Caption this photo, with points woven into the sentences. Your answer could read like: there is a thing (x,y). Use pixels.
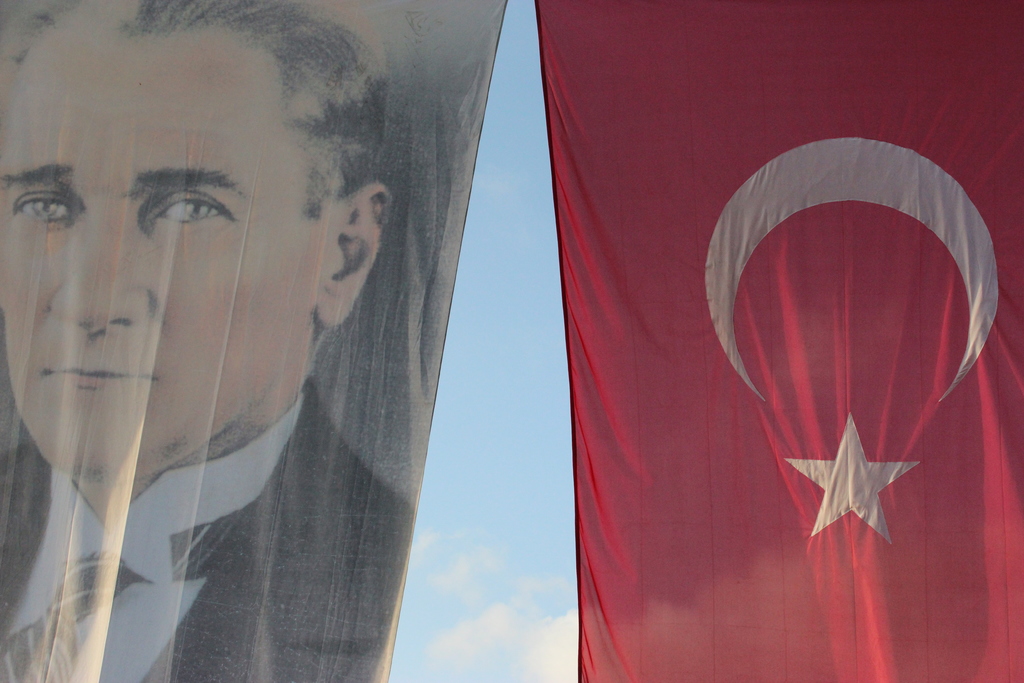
This image is taken outdoors. In the middle of the image (466,449) there is the sky (472,587) with clouds (530,620). On the right side of the image (743,185) there is a flag (835,338). The flag (775,330) is red in color. There is a symbol (877,170) of a half moon (888,178) and a star (861,490) on the flag (811,197). On the left side of the image (212,358) there is a cloth (226,329) and there is an image (261,247) of a man (245,281) on the cloth (237,327).
